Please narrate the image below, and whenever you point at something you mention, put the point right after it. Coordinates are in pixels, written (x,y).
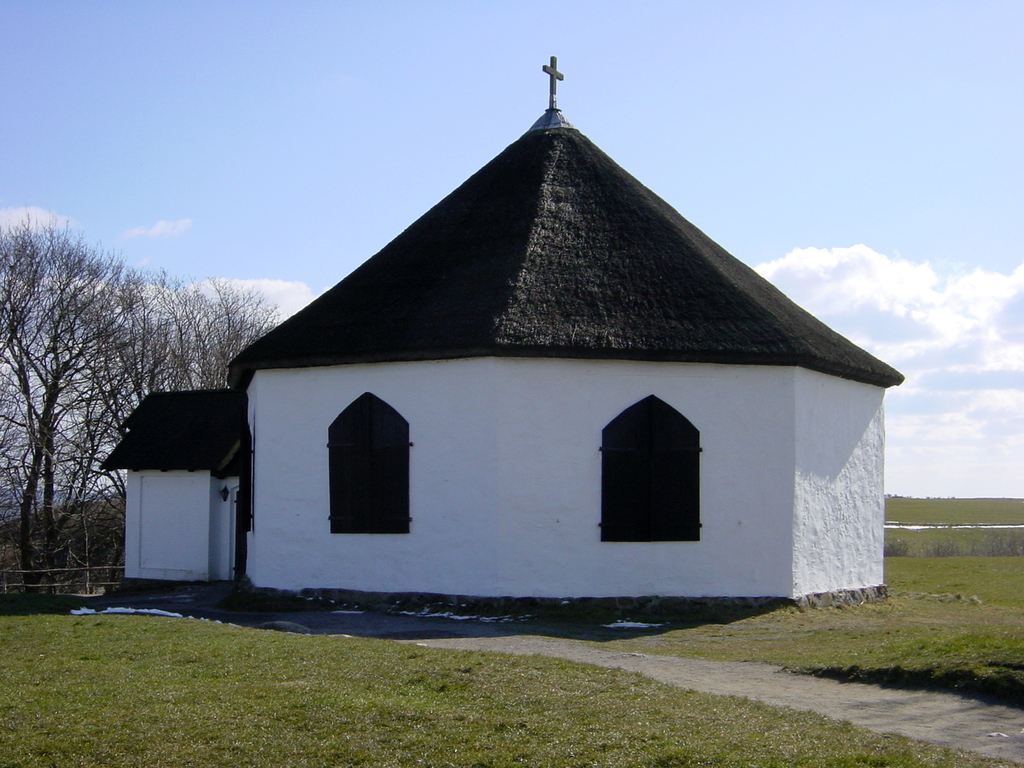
In the center of the image (646,376) we can see a building (364,338) with two windows (396,490). On the left side (145,318), we can see a group of trees (86,470) and in the background (955,334), we can see the cloudy sky (334,123).
